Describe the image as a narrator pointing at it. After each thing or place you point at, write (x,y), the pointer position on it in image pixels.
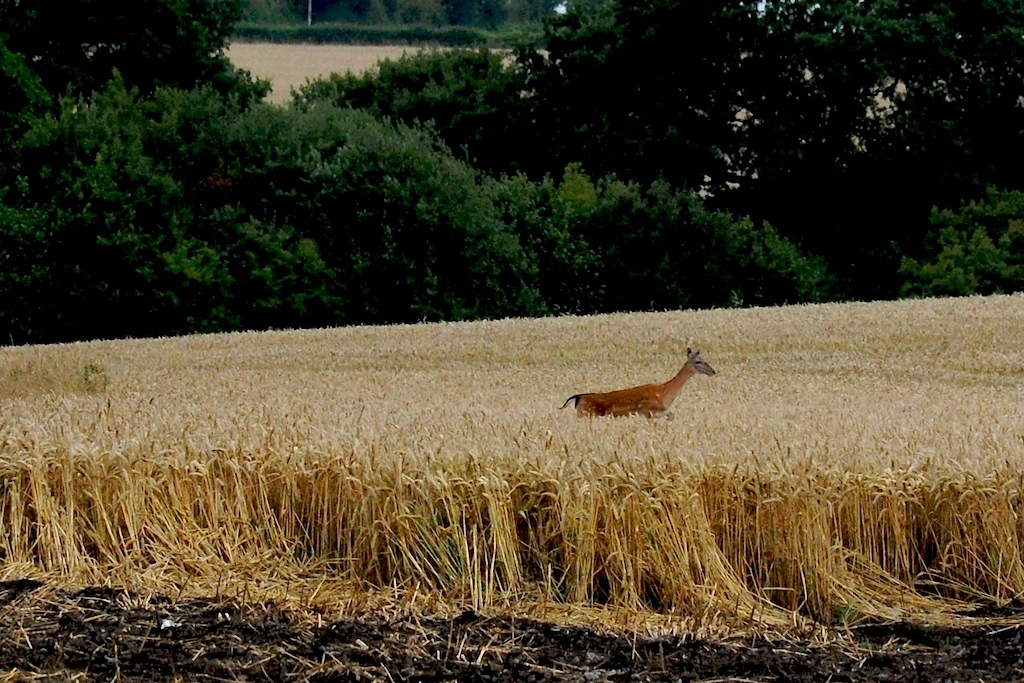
This image is taken outdoors. At the bottom of the image (181,624) there is a ground (182,648). In the background (324,154) there are many trees (701,257) and plants (182,247) with green leaves (293,21). In the middle of the image (426,396) there is a crop field (481,395) and there is a deer (569,403) in the crop field (651,380).
